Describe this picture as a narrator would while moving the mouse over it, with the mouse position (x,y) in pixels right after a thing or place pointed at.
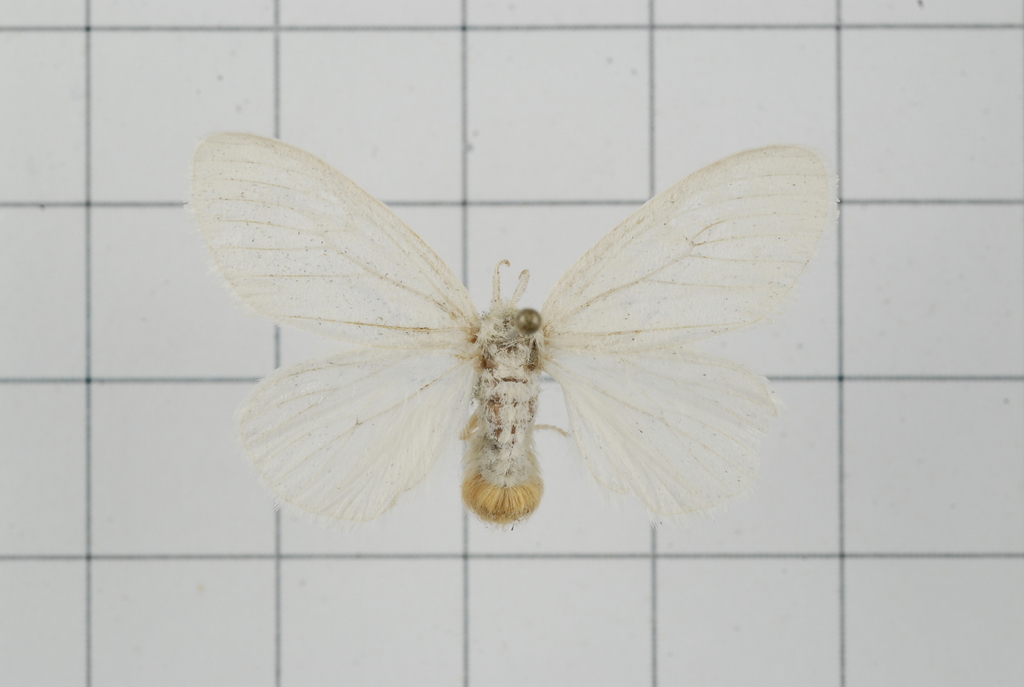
In the image there is a moth (402,290) and the background of the moth (386,395) is a grid (140,205).
